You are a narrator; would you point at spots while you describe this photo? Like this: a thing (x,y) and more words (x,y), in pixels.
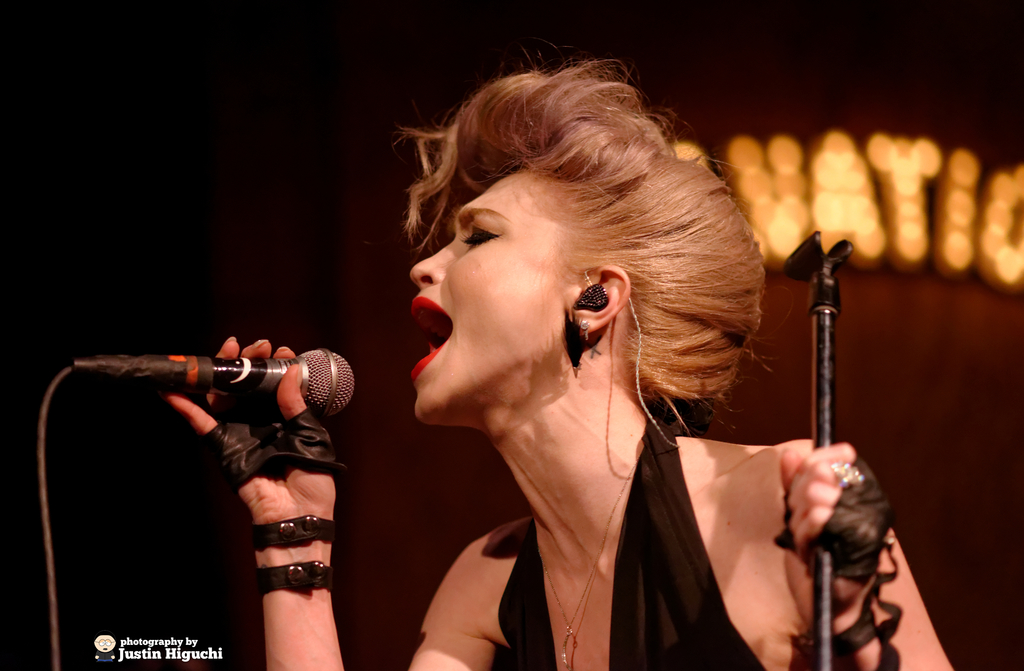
In the middle of this image (664,421), there is a woman (576,147) holding a stick (830,358) with one hand (828,469), holding a mic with other hand (271,483) and singing. On the bottom left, there is a watermark (173,651). In the background (853,185), there are lights (842,182) arranged as letters (973,184). And the background (922,92) is dark in color.
